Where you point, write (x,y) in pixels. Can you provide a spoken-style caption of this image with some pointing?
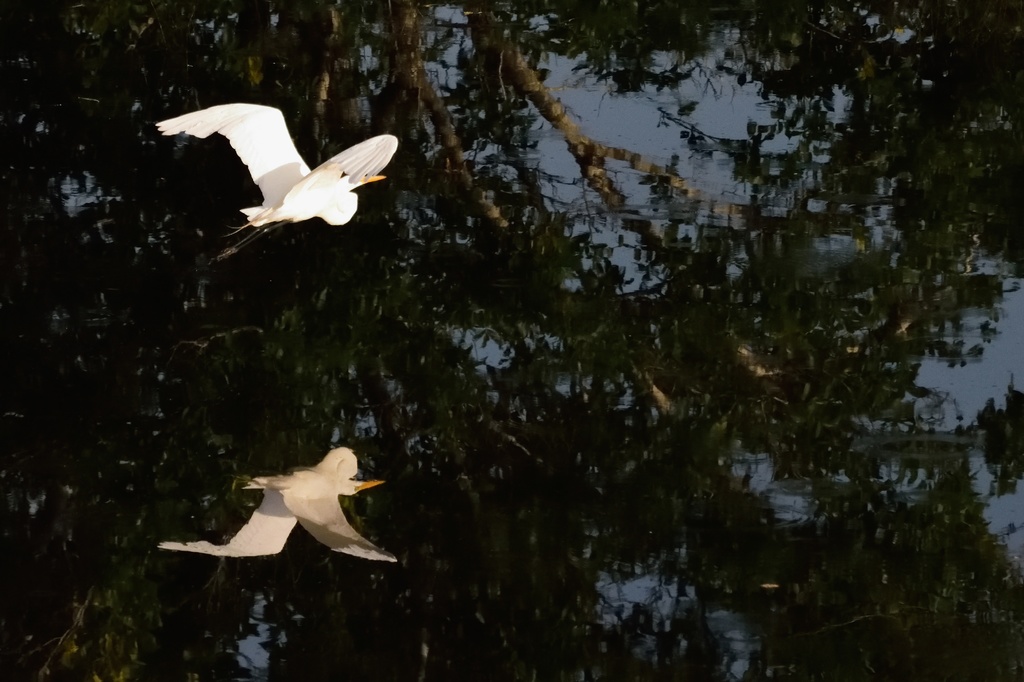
In this picture there is a bird (266,146) flying. At the bottom (299,505) there is water (811,276) and there is reflection (739,69) of tree (772,70) on the water (838,275) and there is a reflection (306,517) of bird (348,460) on the water (560,581).
